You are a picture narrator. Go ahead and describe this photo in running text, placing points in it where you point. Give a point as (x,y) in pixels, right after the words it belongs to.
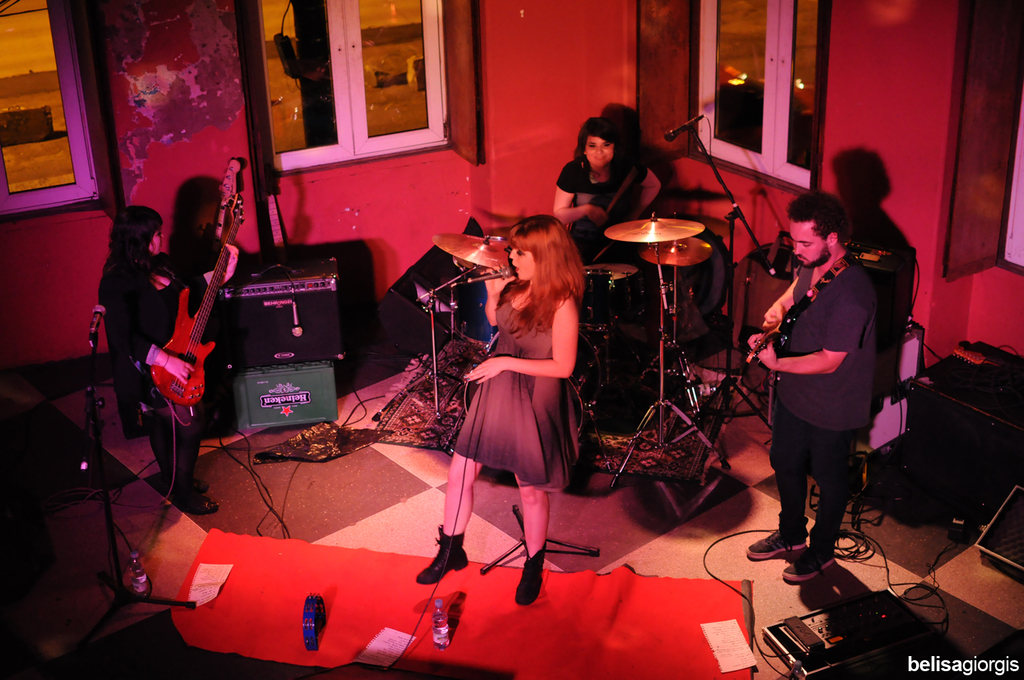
In this picture there are several people (543,253) playing musical instruments (210,284), among them few are playing drums (643,231), guitar (788,331) and a girl (501,292) is singing with a mic (505,274) in her hand (495,276). In the background (86,179) we observe glass windows (69,171) and the whole area (826,122) is red in color.
